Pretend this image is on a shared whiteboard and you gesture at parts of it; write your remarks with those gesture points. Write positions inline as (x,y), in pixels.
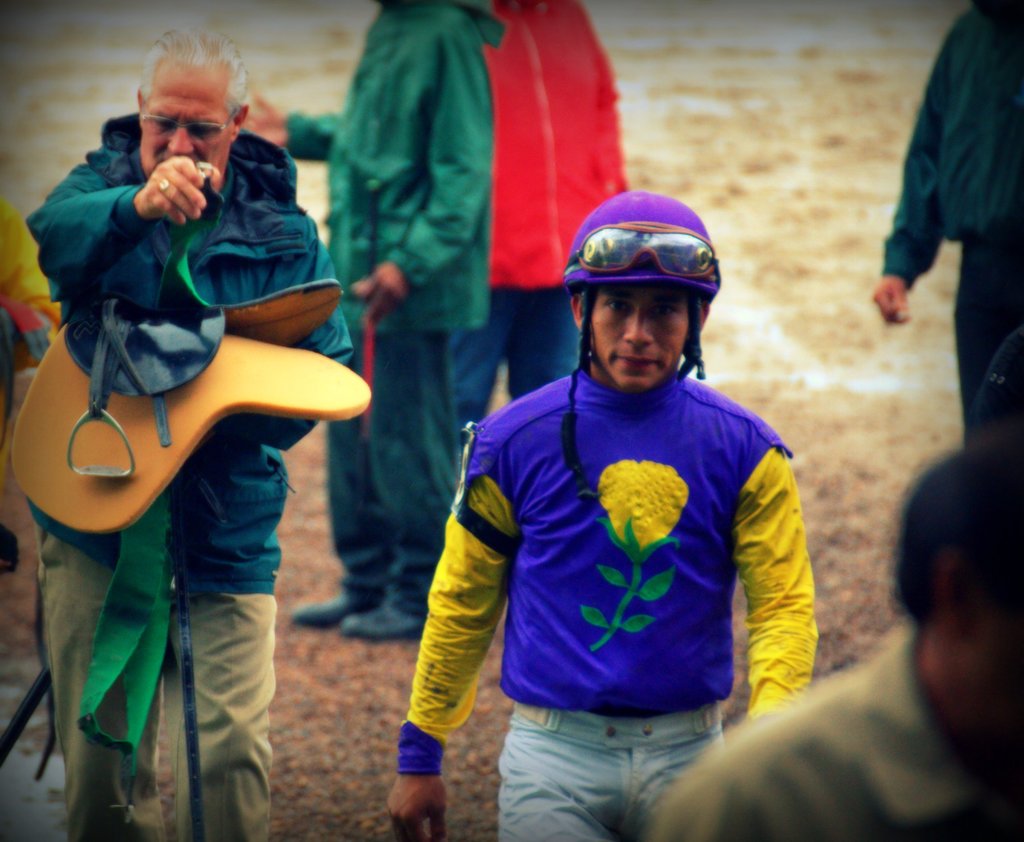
In this image I can see few persons (513,116) wearing a colorful dress (414,337) standing on ground (284,664).
